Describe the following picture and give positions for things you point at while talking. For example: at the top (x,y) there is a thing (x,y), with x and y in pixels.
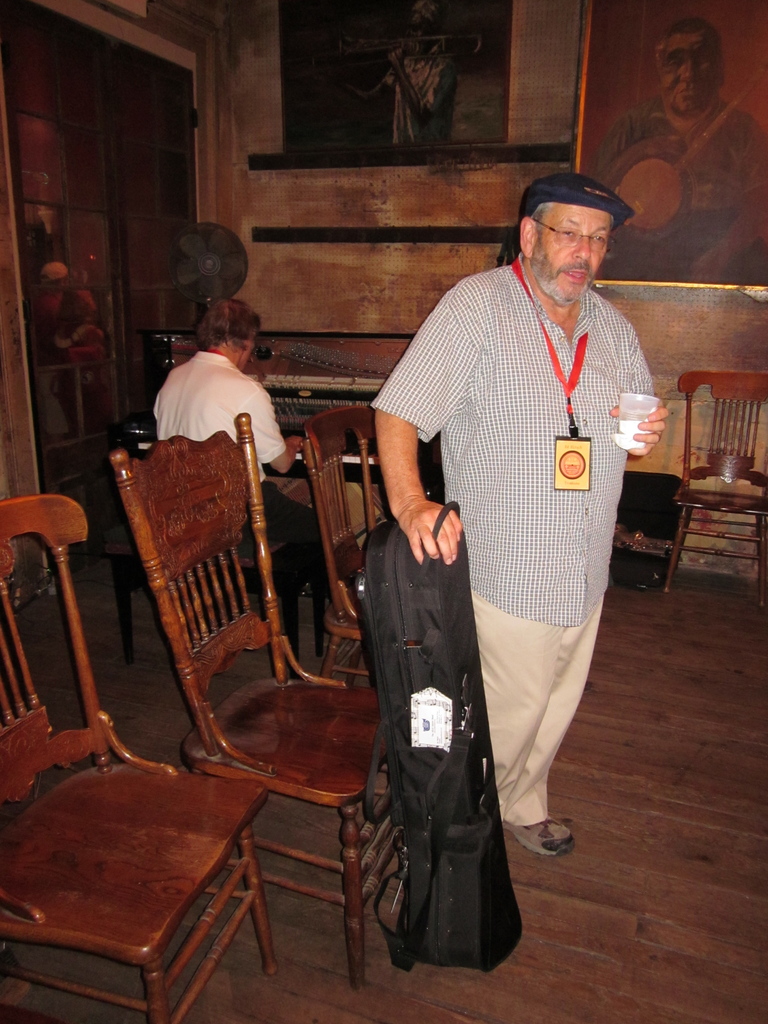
Inside picture of a room (444,574). This are chairs (197,526). Photos (466,79) are attached to a wall (537,87). This person (205,389) is sitting in-front of this musical instrument (280,381). This person (551,363) is standing wore id card (568,442) holds a musical instrument bag (468,658) and cup (631,414).
